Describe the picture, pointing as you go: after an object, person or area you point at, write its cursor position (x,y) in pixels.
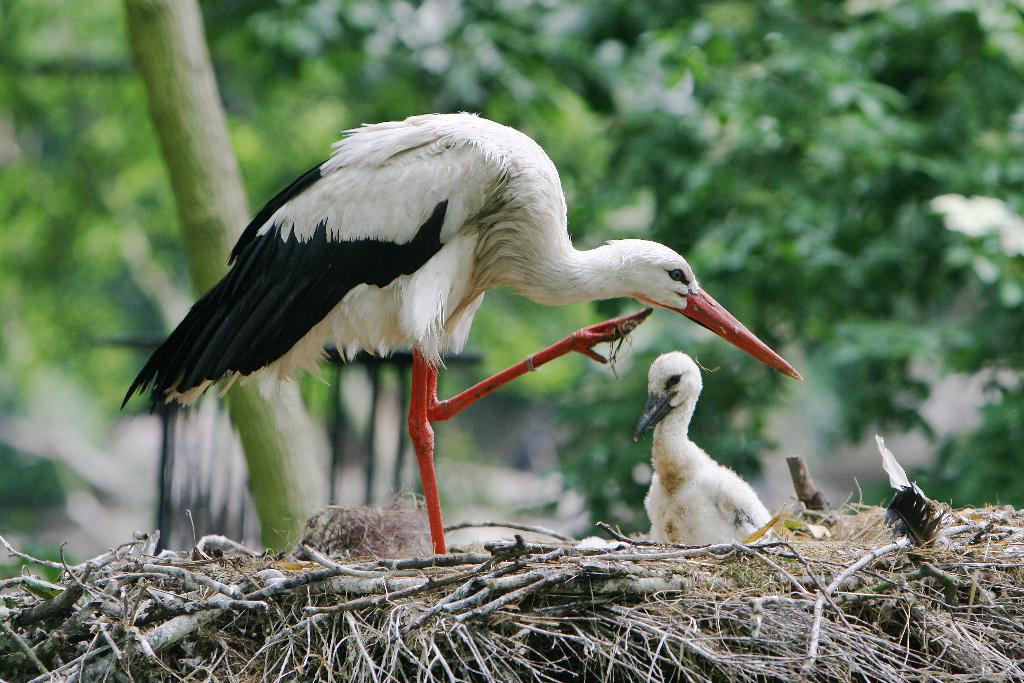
In this image I can see two birds (417,187), they are in white and black color. Background (767,174) I can see trees (680,123) in green color.
